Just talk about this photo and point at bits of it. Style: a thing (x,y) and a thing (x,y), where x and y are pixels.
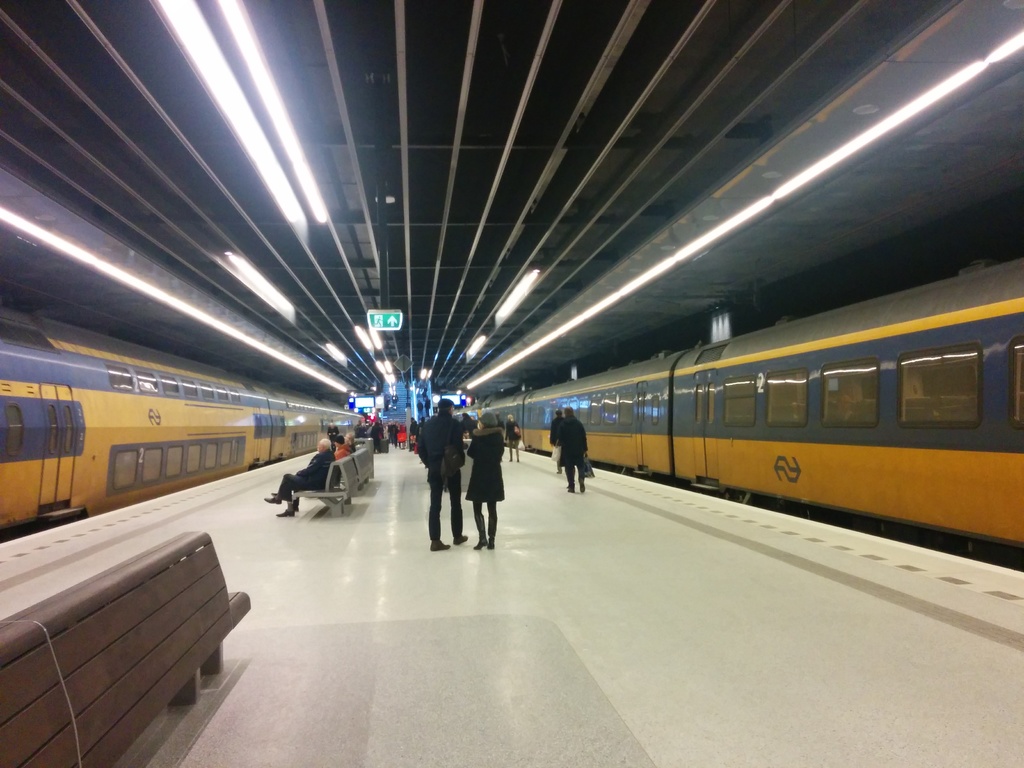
This image looks like a railway station (250,395). There are trains (140,396) on the left (87,440) and right corner (965,327). There is floor (445,619) at the bottom (707,684). There are people (579,456), There are chairs (83,681), we can see people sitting on chairs (363,475). There are people (414,428), escalators (412,405) in the background (399,415). There are lights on the roof (485,234).
